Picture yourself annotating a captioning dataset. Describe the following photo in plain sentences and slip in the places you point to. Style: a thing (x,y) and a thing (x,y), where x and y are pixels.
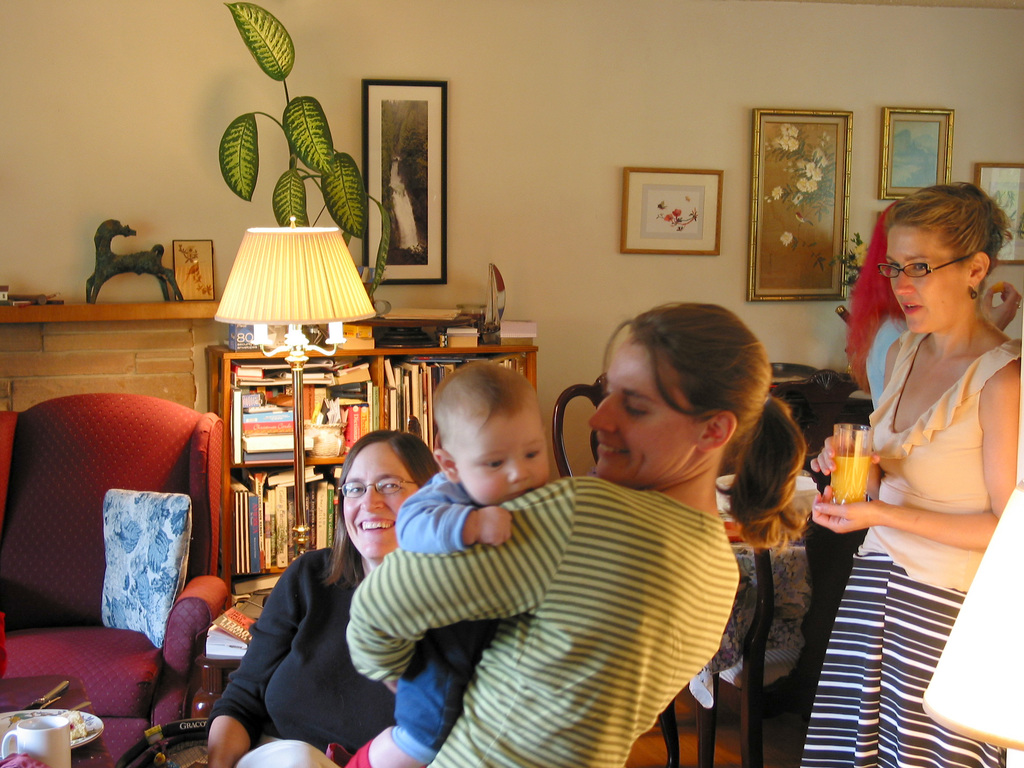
There are three women (481,555) and a child (491,533) in a room (447,551). One of the woman (308,628) is sitting in a chair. beside her there is a sofa (120,449). In the background (225,310) we can observe lamp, tree (294,152) and walls (582,105) here. Some photographs (778,193) are sticked to the wall (530,101).
